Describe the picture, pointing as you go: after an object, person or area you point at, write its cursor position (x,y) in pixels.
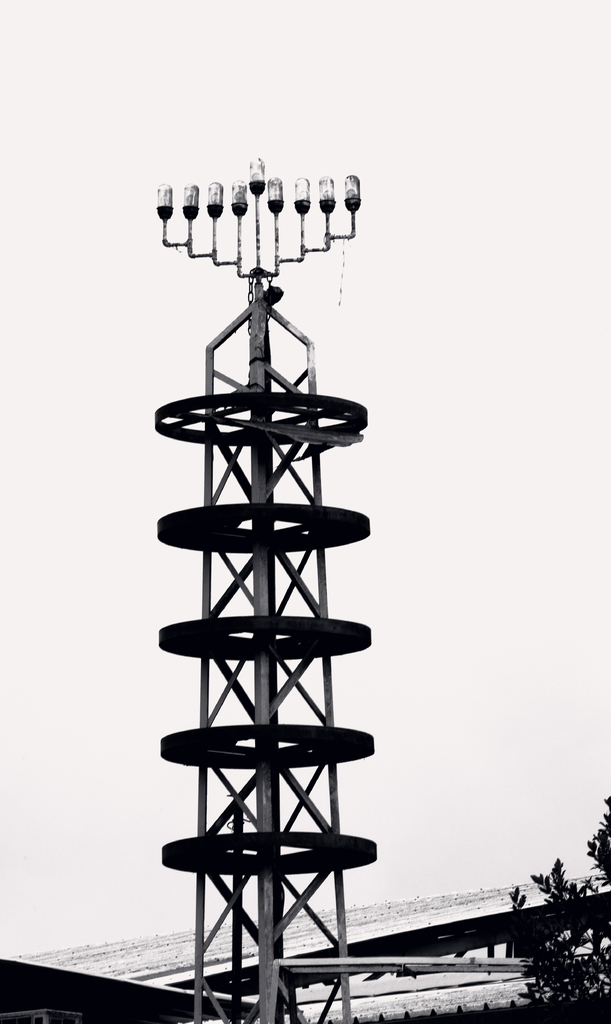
In the image I can see a tower (309,652), roof (441,996) and a tree (574,924). The picture is black and white in color.
